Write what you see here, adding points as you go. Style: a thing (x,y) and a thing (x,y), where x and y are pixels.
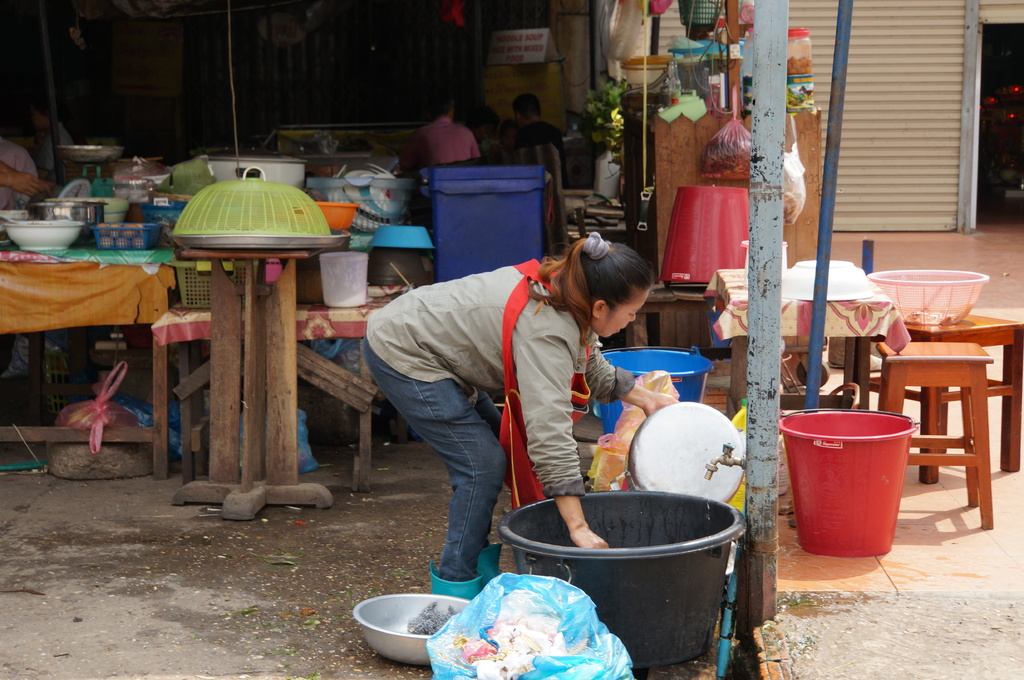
In the image we can see there is a woman (533,400) who is washing utensils (696,429) and there is a black tub (672,581) and at the back (537,129) there are people (511,129) who are standing.
